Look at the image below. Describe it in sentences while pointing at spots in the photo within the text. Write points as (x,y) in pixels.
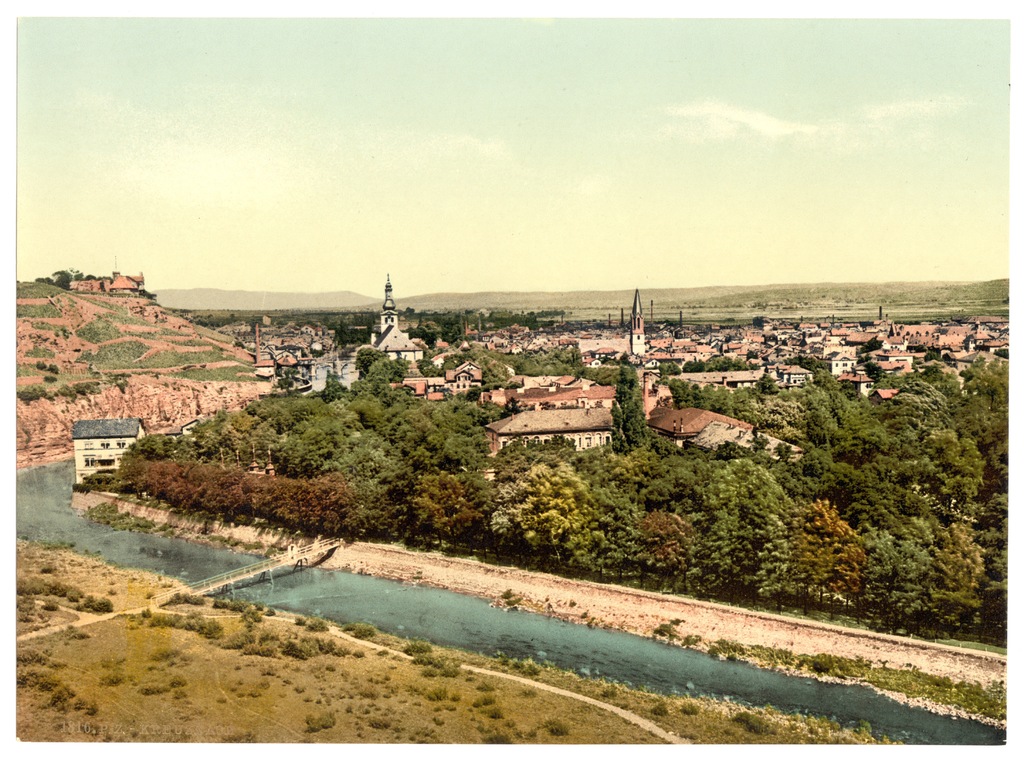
This image is taken outdoors. At the top of the image (255,117) there is a sky (362,117) with clouds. In the background (372,299) there are a few hills (338,299). On the left side of the image (94,358) there is a hill (59,356) and there are a few trees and plants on the hill (56,385). At the bottom of the image (417,711) there is a ground (350,715) with grass (267,705) on it and there are many plants (205,635) on the ground (346,699). There is a river (190,556) with water (41,469) and there is a bridge (262,572) with railings (267,569). There is a road (778,619). In the middle of the image (431,396) there are many houses (512,426) and buildings (770,359) with walls (108,455), windows (119,445), doors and roofs (538,416). There are a few towers (640,315). There are many trees (379,435) and plants (375,455) on the ground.
